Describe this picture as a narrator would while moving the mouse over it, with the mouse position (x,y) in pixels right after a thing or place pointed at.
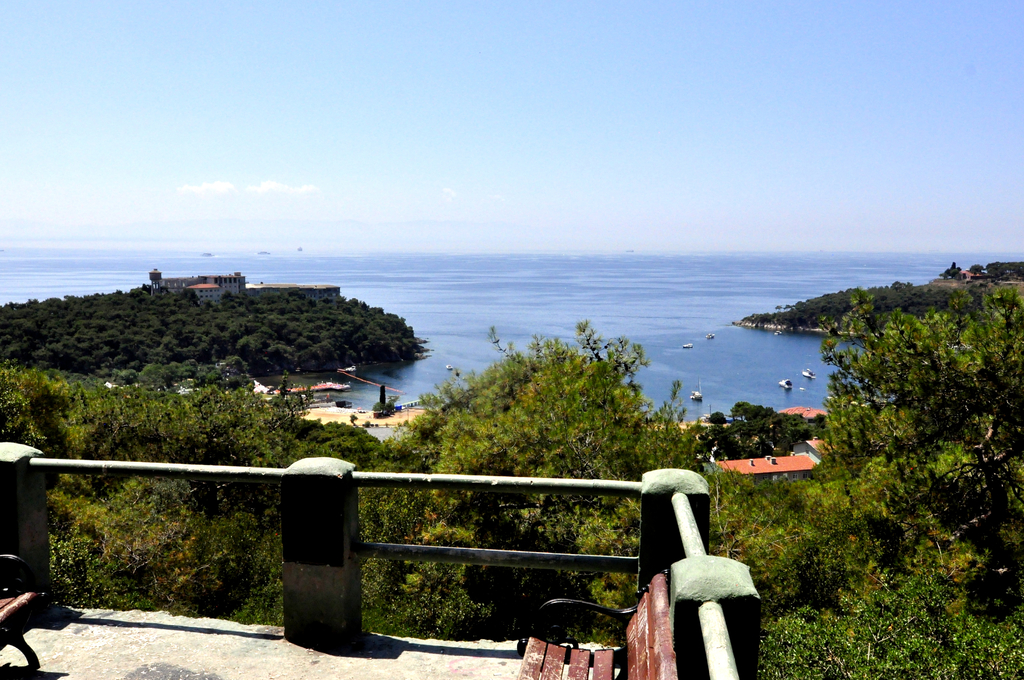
In this image we can see ocean (544,311), ships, hills (223,315), buildings (237,285), trees (851,334), sky (586,132) with clouds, benches (575,657) on the floor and grills (677,609).
